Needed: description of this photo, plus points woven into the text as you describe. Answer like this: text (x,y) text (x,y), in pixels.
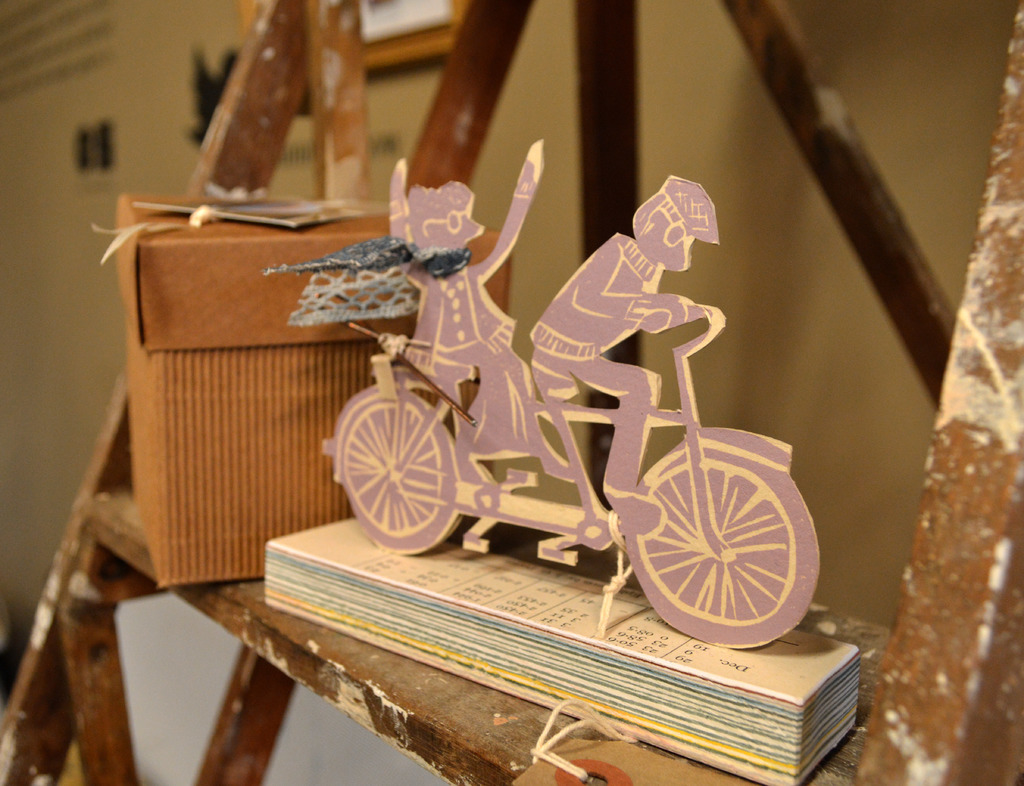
In this picture there is a toy (614,414) which is kept on this book (634,593). Beside that I can see the brown color box (318,374) which is kept on this wooden ladder (352,642). In the back (56,50) I can see photo frames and wall (10,256).
